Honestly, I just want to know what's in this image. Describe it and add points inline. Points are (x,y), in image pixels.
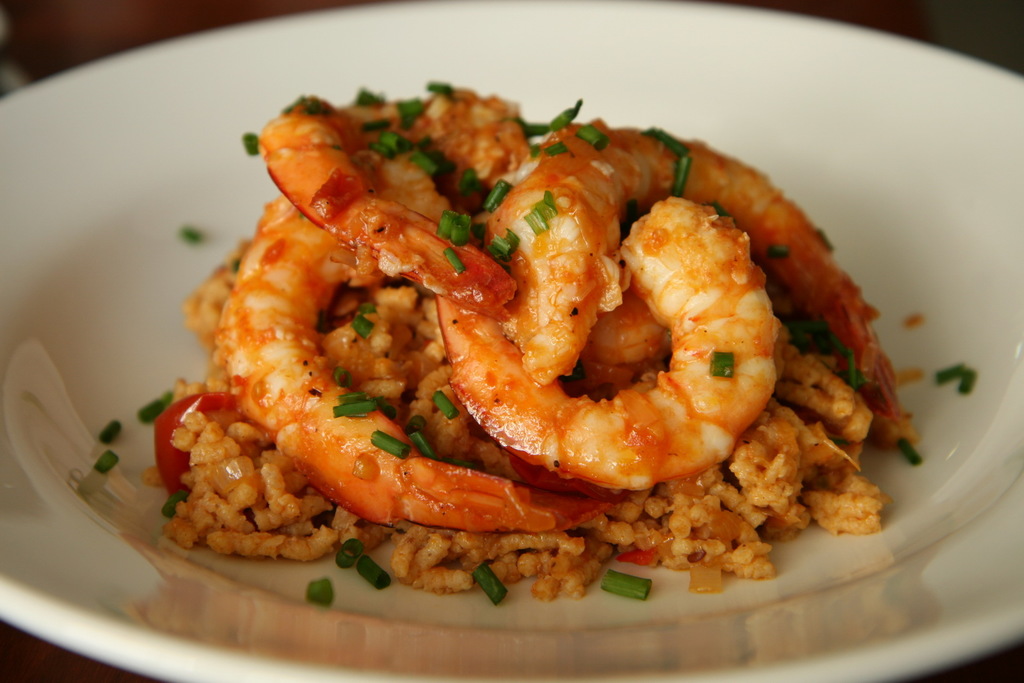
This image consists of a plate (932,251) in which food items (404,547) are there. This image is taken may be in a room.
